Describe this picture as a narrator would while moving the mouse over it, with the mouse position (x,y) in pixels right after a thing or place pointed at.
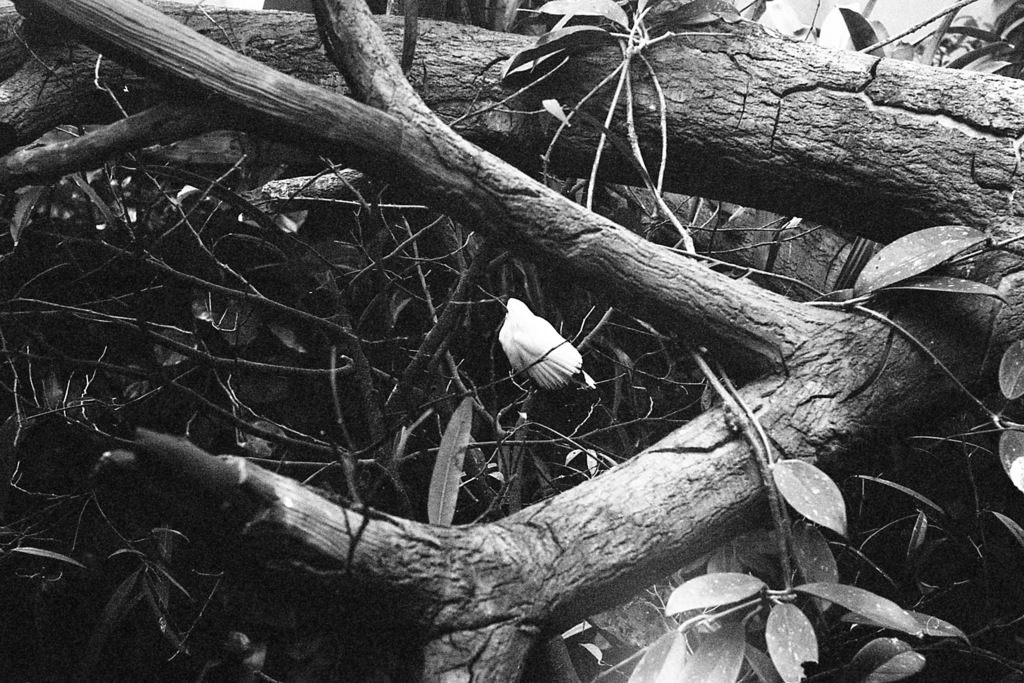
This is a black and white picture and in this picture we can see branches (459,391) with leaves (260,444).
